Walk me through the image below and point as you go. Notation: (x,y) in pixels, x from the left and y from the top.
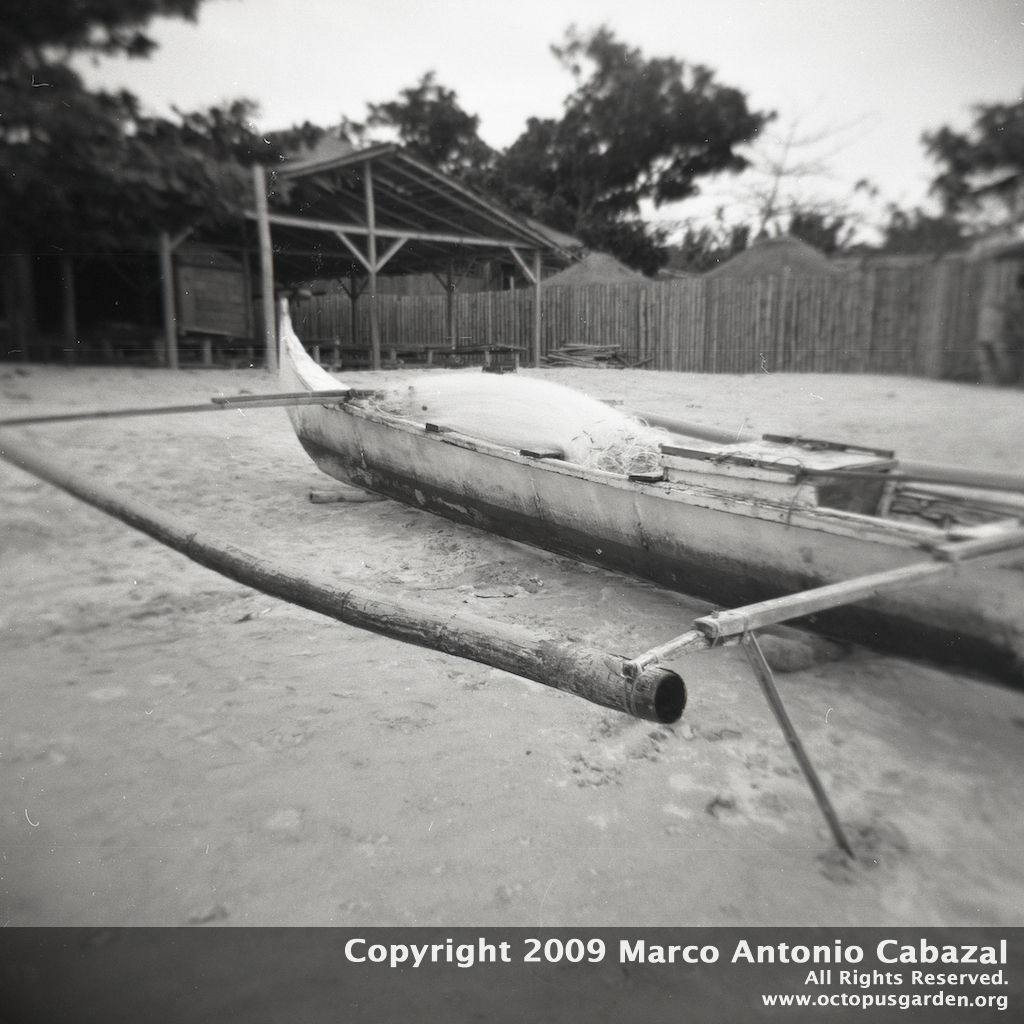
This is a black and white image. In this image we can see the sky (811,110), trees (23,79), shelter (376,156), wall (446,330), bench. We can see a boat (308,372) and wooden poles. At the bottom portion of the picture (549,982) we can see watermark (824,990).
